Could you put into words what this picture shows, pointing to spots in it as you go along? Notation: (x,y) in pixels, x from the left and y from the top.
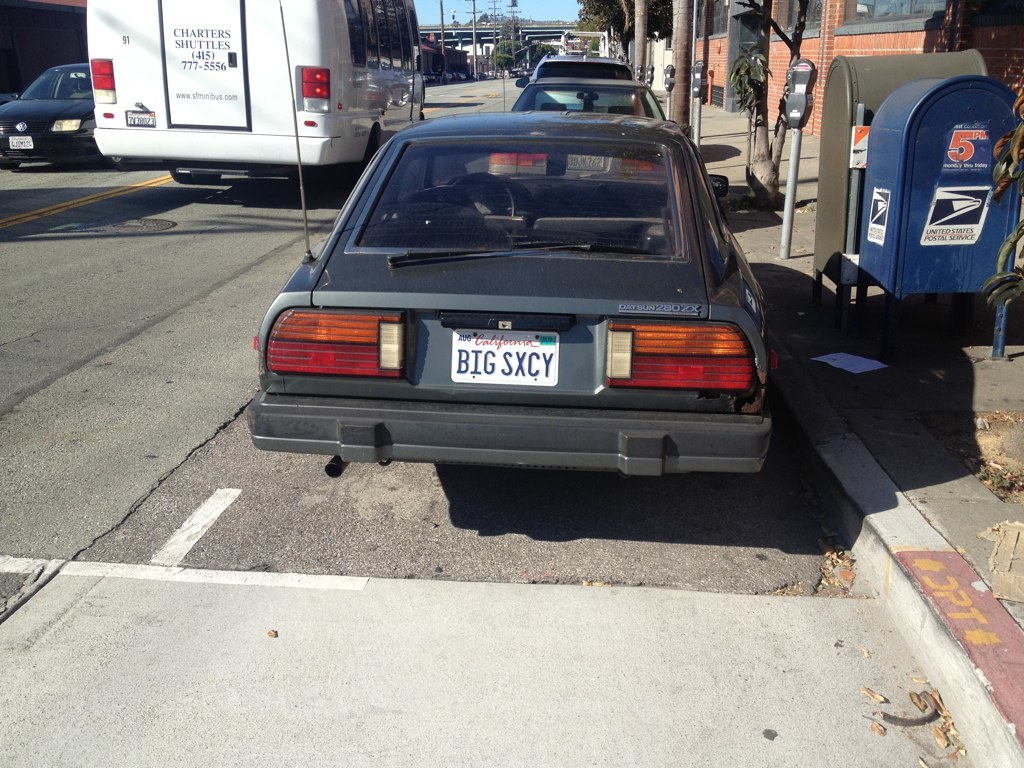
In this image there are vehicles (512,459) on a road (609,495), on the right side (981,529) there is a footpath (846,330), on that there are mailboxes (872,187), parking meters (697,99), trees (667,15) and houses (740,13), in the background (534,19) there are trees (616,12), buildings (435,43), pole (443,16) and the sky (555,14).
